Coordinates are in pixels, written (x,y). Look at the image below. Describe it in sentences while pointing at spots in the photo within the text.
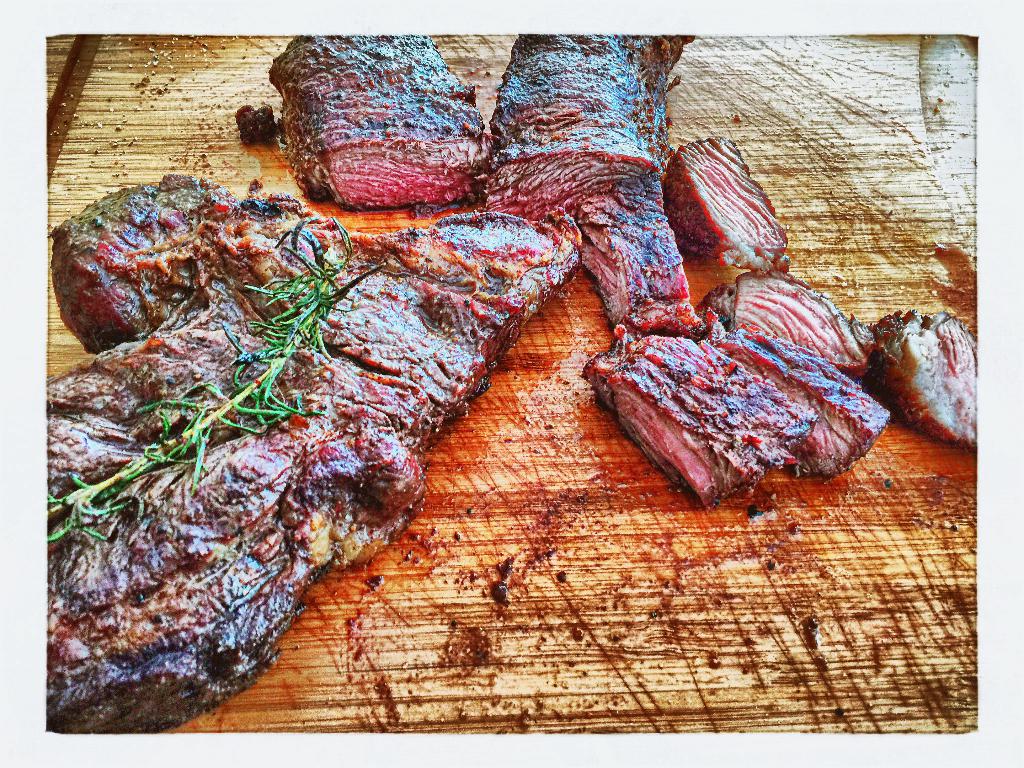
In this image at the bottom (458,602) there is one board (784,170), on the board (784,170) there are some meat slices (200,557).
